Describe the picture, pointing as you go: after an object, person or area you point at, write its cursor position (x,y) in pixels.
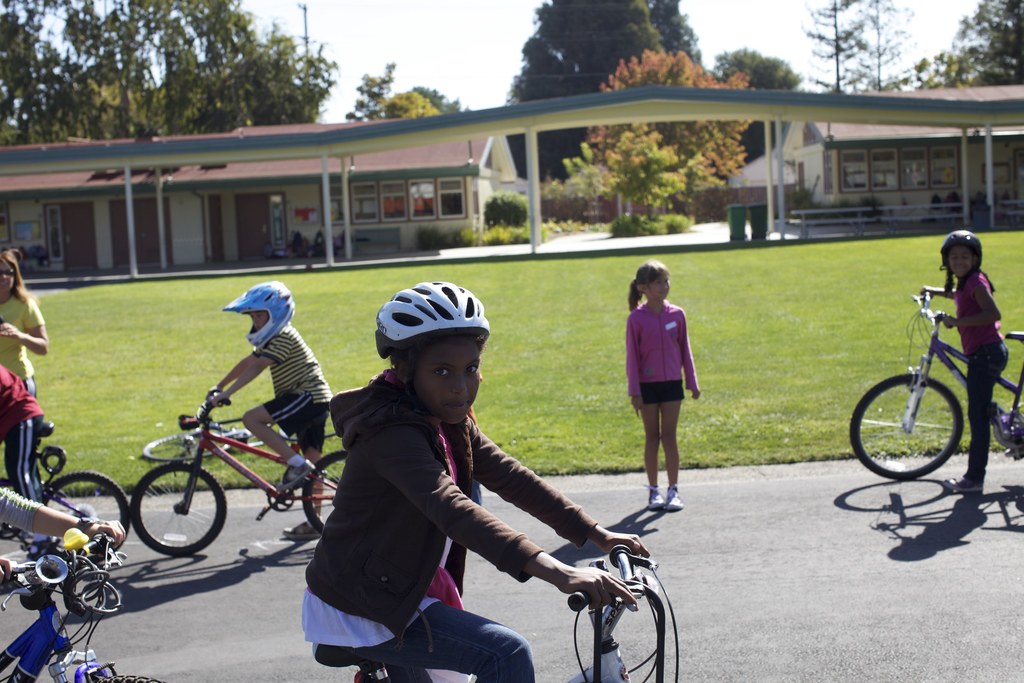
in the picture there is a road (233,577) on the road (634,510) there are many children (653,463) some children (378,407) are riding the bicycle (323,486) some children (660,395) are standing, little bit there was a grass (326,285) trees (172,101) and buildings (193,159).
